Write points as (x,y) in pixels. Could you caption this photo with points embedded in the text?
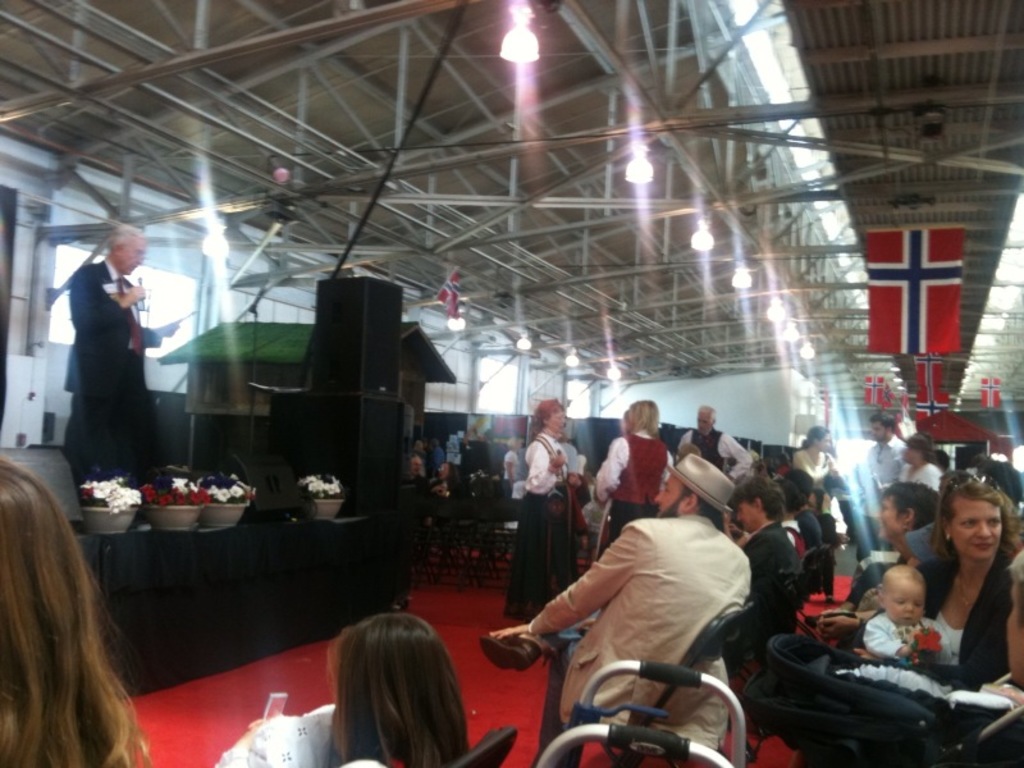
In the picture I can see a group of people (681,714). There is a man (90,444) on the left side (127,281) is wearing a suit (99,346) and looks like he is speaking on a microphone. There are flower pots (327,489) on the table (160,535) on the left side (209,504). I can see a few people (655,520) sitting on the chair (650,719) and a few of them (650,461) are standing on the carpet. I can see the flags (929,388) on the roof (869,366) on the right side (911,348). There is a lighting arrangement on the roof (667,234).
